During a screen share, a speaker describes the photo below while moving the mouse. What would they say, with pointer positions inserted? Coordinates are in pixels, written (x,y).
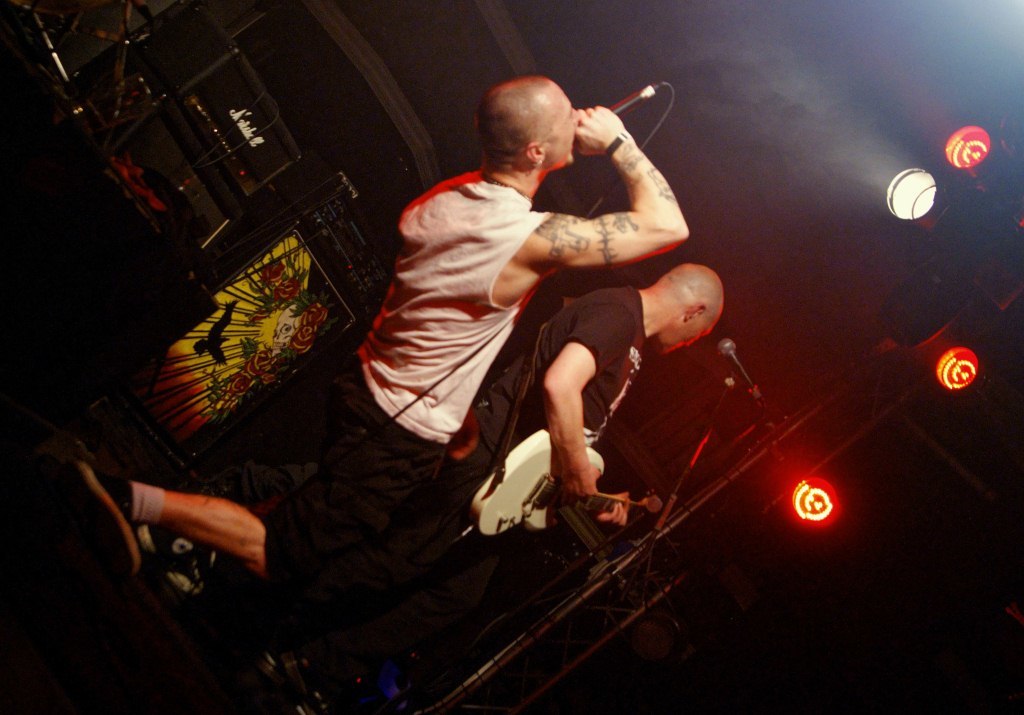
This picture is clicked in the musical concert. The man (502,332) on the left side (338,404) is holding a microphone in his hand (600,141) and he is singing on the microphone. Beside him, the man (563,370) in the black T-shirt (588,392) is standing and he is playing the guitar (486,515). In front of him, we see a microphone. Behind them, we see the musical equipment (235,184). On the right side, we see the lights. In the background (637,84), it is black in color. This picture might be clicked in the dark.
